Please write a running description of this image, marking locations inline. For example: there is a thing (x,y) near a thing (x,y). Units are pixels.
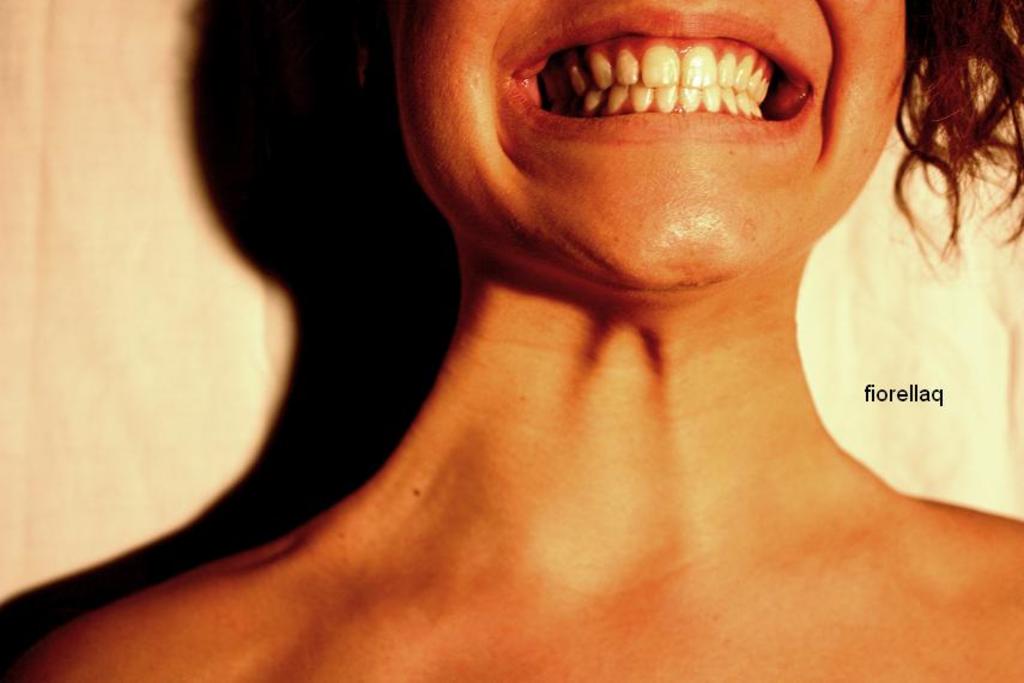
In this picture we can see a person (655,204), there is some text (904,399) on the right side (904,399), we can see a plain background (181,393).
